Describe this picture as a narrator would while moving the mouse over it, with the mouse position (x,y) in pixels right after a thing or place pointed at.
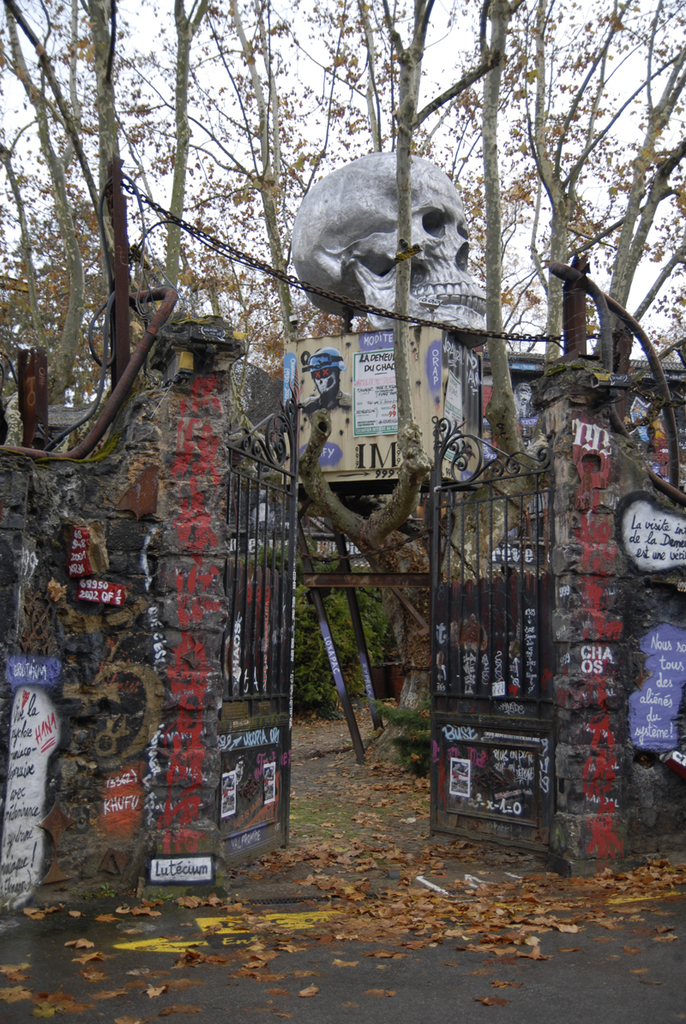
In this picture there is a gate (523,501) in the center of the image (441,459) and there is a skull (422,292) at the top side of the image (450,315) and there are trees (495,145) in the background area of the image (501,280).
